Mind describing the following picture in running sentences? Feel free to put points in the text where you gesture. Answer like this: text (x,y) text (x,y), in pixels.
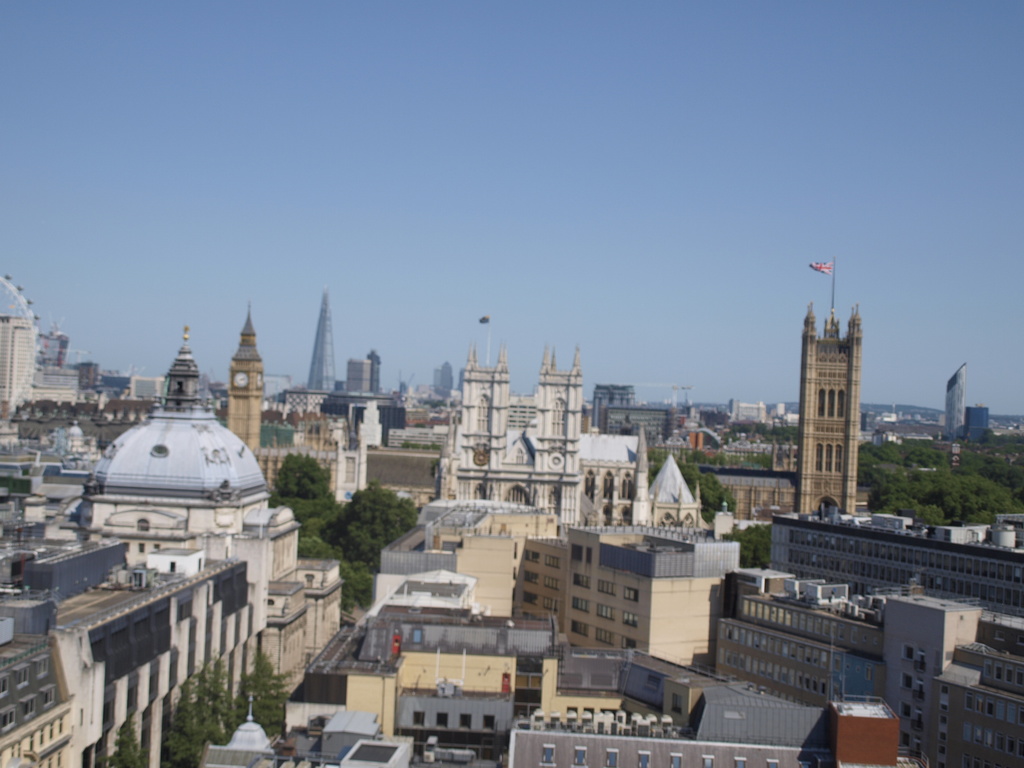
In this image we can see many buildings (513,533) and skyscrapers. There is a flag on the building (805,340) at the right side of the image (830,327). There are many trees (374,519) in the image. There is a sky (805,299) in the image.
